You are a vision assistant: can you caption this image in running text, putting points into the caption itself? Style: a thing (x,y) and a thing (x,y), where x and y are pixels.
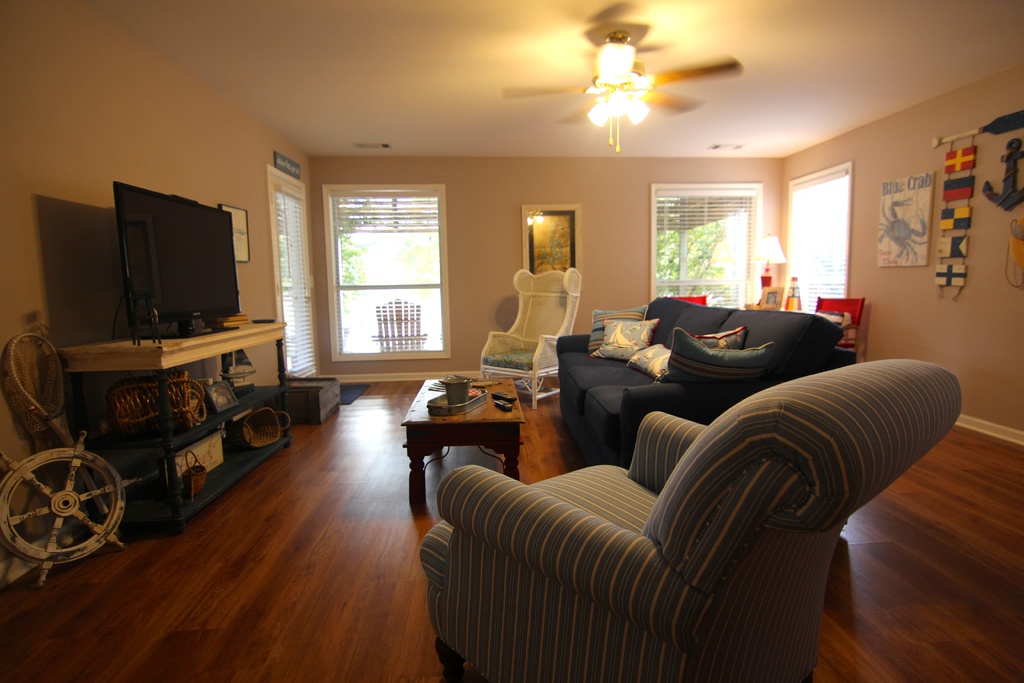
In this picture we can see a room (707,309) with sofa (774,330) and pillows (603,340) on it, chair (532,303) and here on table (417,408) we can see remote (499,400) and television (134,274) and the background (728,209) we can see wall (614,218) with frames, windows (742,216), lamp (776,239).
